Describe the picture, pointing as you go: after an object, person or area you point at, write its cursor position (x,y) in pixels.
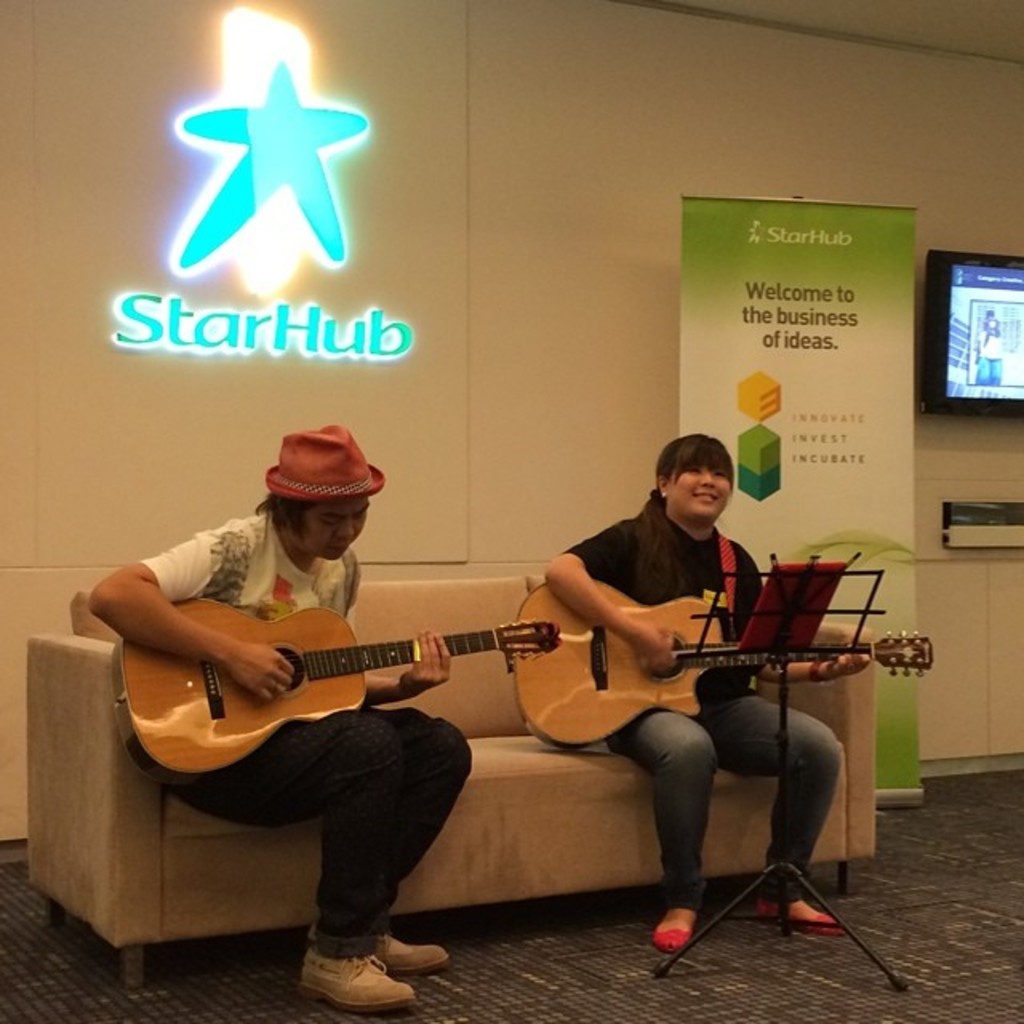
In this image, 2 people (703,780) are sat on the sofa (556,796). They are playing a musical instruments (545,665). Here there is a book (768,625), stand (779,640). On right side (980,401), there is a television (983,337), banner (835,360). Background (539,366), we can see a icon (260,167) and white color wall (530,449).
